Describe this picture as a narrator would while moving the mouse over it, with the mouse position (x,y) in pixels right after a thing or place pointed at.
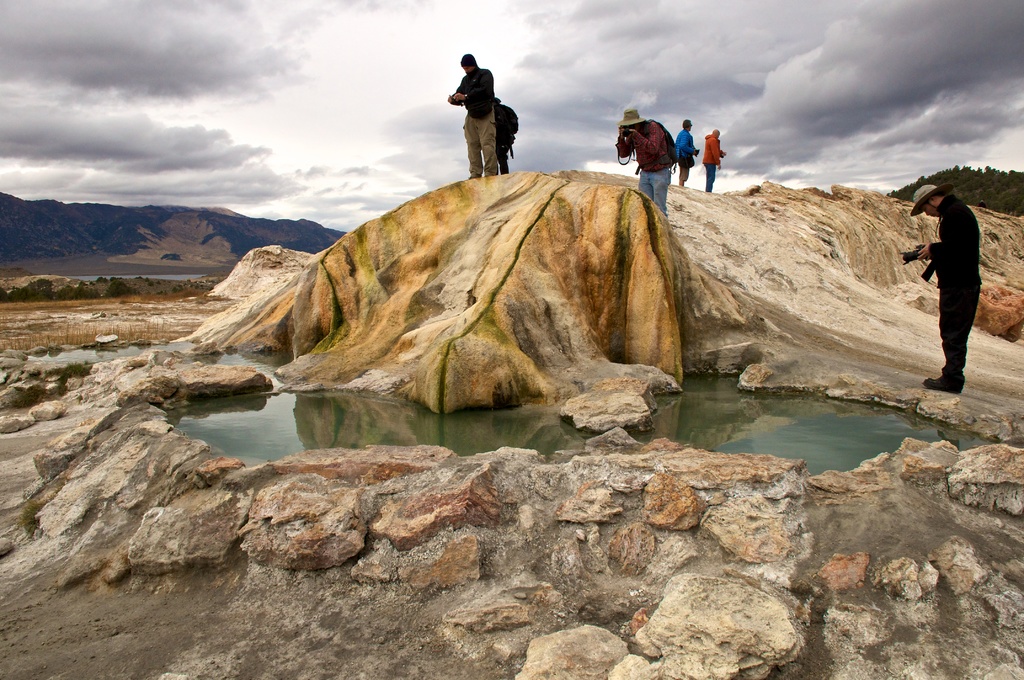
In this image, we can see people (639,163) and some are wearing coats (481,94), hats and holding some objects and we can see rocks (365,307) and hills (159,257) and there is water (375,426). At the top (197,75), there are clouds (197,75) in the sky (194,115).
